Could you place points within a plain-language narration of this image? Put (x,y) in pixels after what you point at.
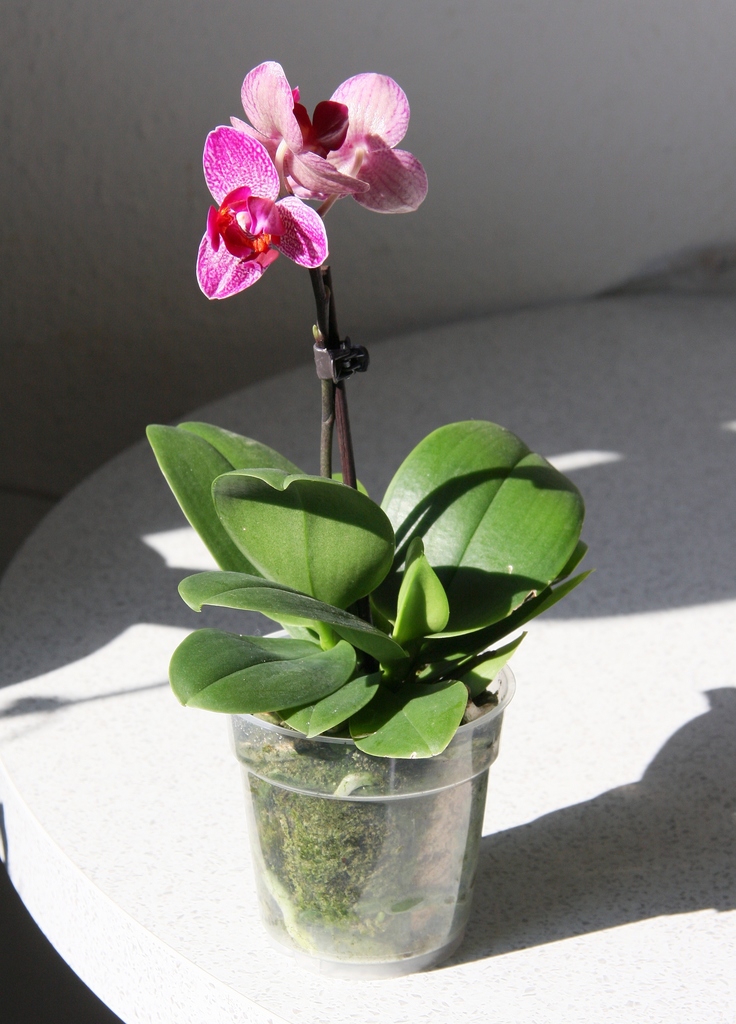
In the foreground of this image (379,403), there is a flower pot (353,905) on the white color surface (664,788). Behind it, there is a white wall (492,96).
